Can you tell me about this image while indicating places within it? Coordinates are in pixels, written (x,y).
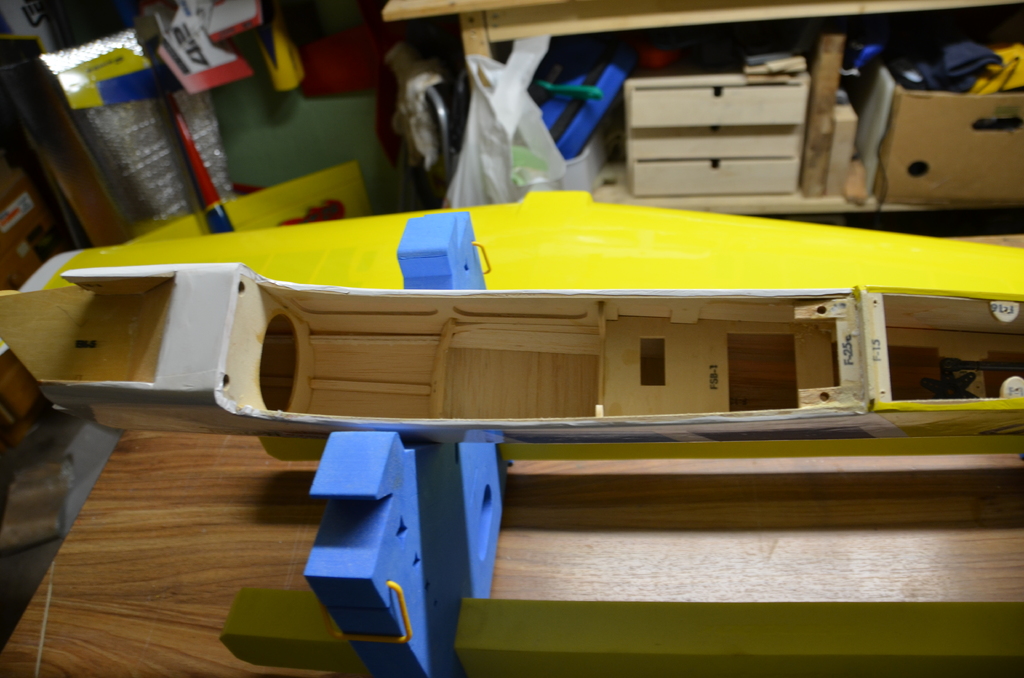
In this image I can see wooden objects (686,429) on the table (88,550). In the background (923,161) I can see a table (816,189), carton box (930,147), clothes (993,84), wall (378,153) and so on. This image is taken may be in a room (612,402).
